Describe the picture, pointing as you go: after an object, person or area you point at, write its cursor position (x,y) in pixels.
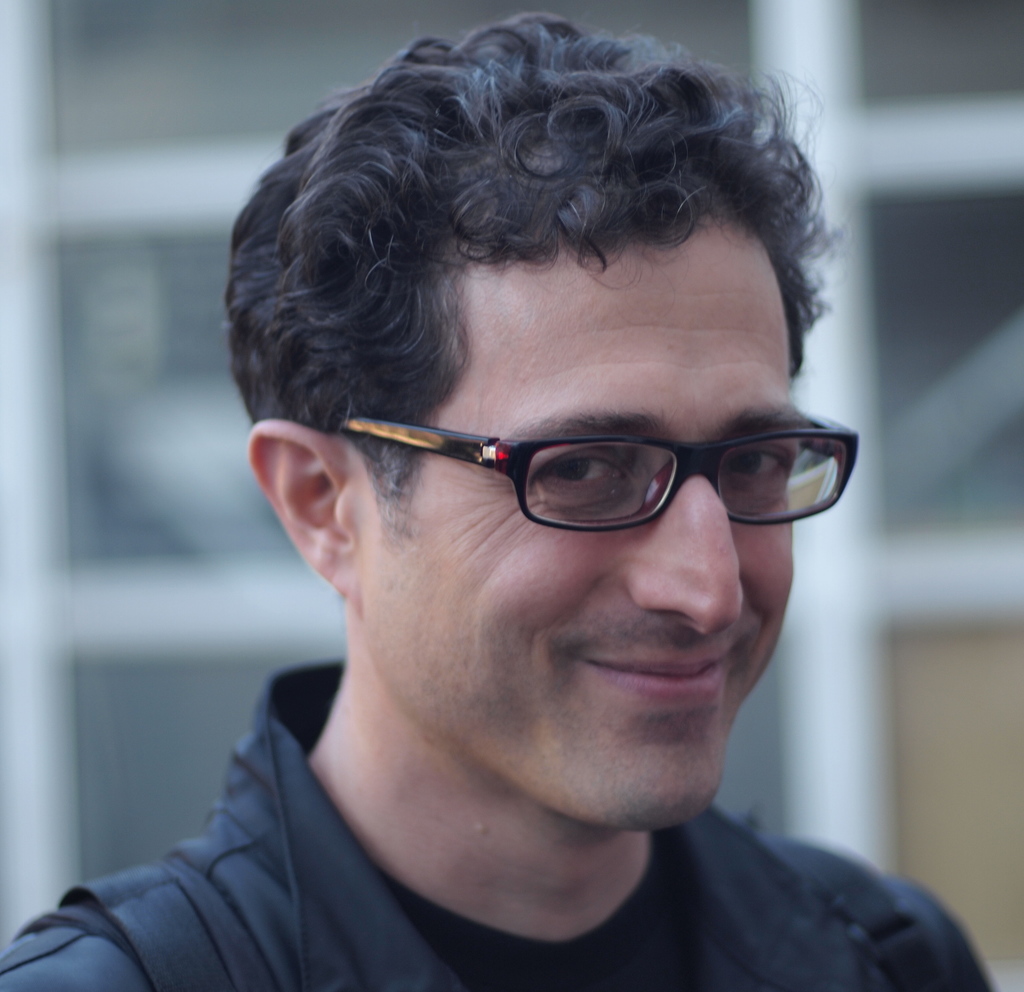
In this image I can see a person (609,698) is wearing specs (575,505) and black color dress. Background (120,95) is blurred.
